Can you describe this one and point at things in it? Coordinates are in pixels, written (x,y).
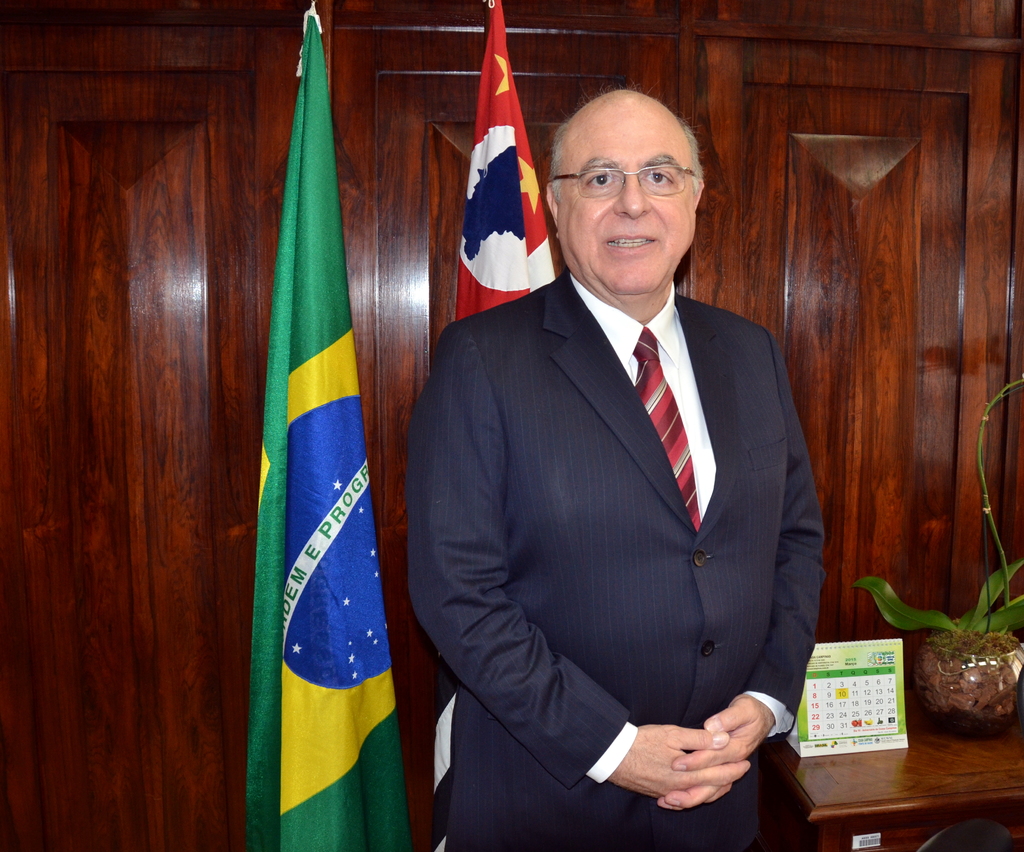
In this picture we can see a man (592,510) wore a blazer (635,462), tie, spectacle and standing and smiling and in the background (422,214) we can see flags (313,353), wooden wall (759,264), table (868,758), sticker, calendar (866,676), glass bowl (963,672) with plants (992,639).
